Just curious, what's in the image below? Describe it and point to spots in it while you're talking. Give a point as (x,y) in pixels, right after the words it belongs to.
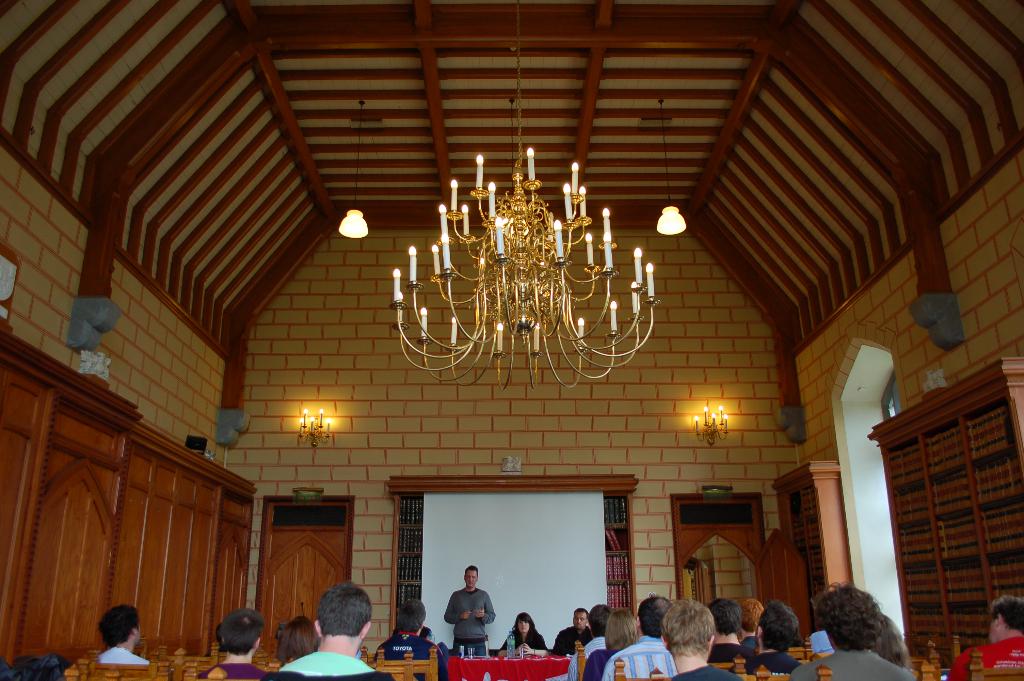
This picture shows an inner view of a building (354,270). We see a chandelier light (543,264) and we see books (414,528) in the bookshelf (610,527) and we see few people (340,633) seated on the chairs (268,649) and a man (482,608) standing and speaking and we see glasses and water bottle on the table (485,679) and we see few lights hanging to the ceiling (444,189) and we see a projector screen (529,500).
